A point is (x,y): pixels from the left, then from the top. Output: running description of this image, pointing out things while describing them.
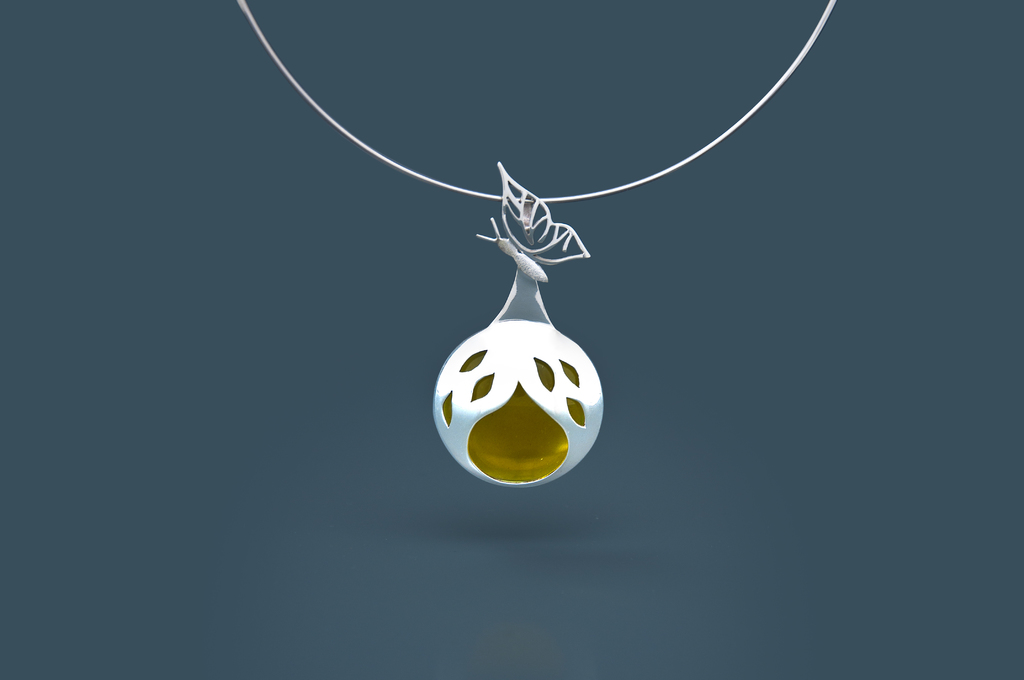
In this image there is a chain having a pendant (473,469) having a butterfly structure (503,240) on it.
